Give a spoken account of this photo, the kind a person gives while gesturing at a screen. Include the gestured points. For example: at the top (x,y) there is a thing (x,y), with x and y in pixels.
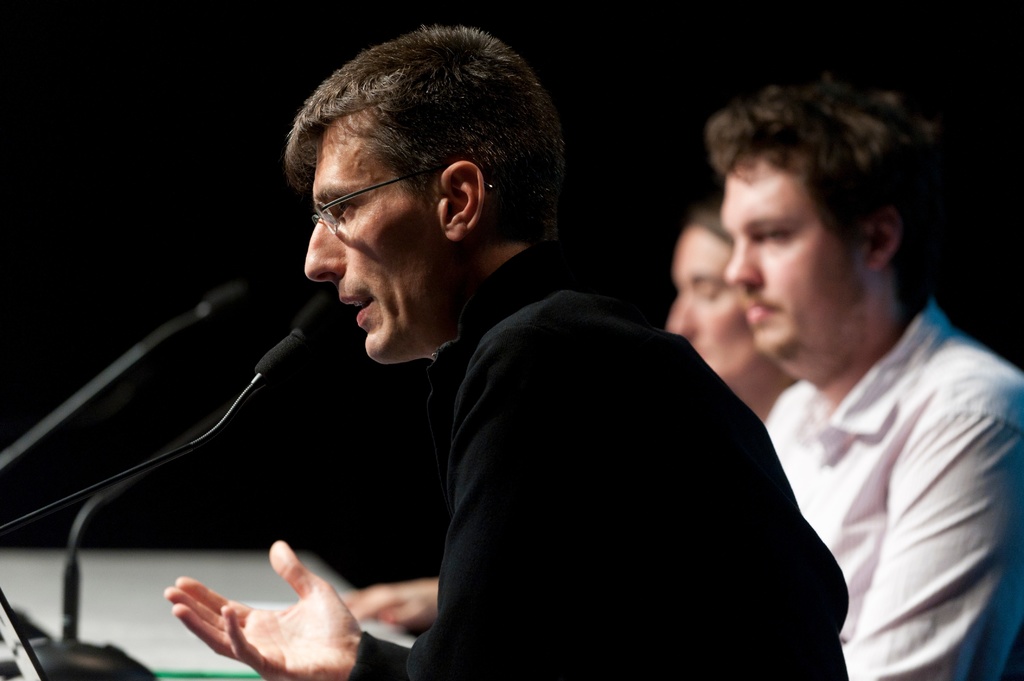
In this picture we can see there are three people (695,427) sitting and in front of the people (485,405) there are microphones (124,364) with stands (94,502). A man (481,391) in the black shirt (524,417) is explaining something. Behind the people (488,316) there is the dark background (34,113).
